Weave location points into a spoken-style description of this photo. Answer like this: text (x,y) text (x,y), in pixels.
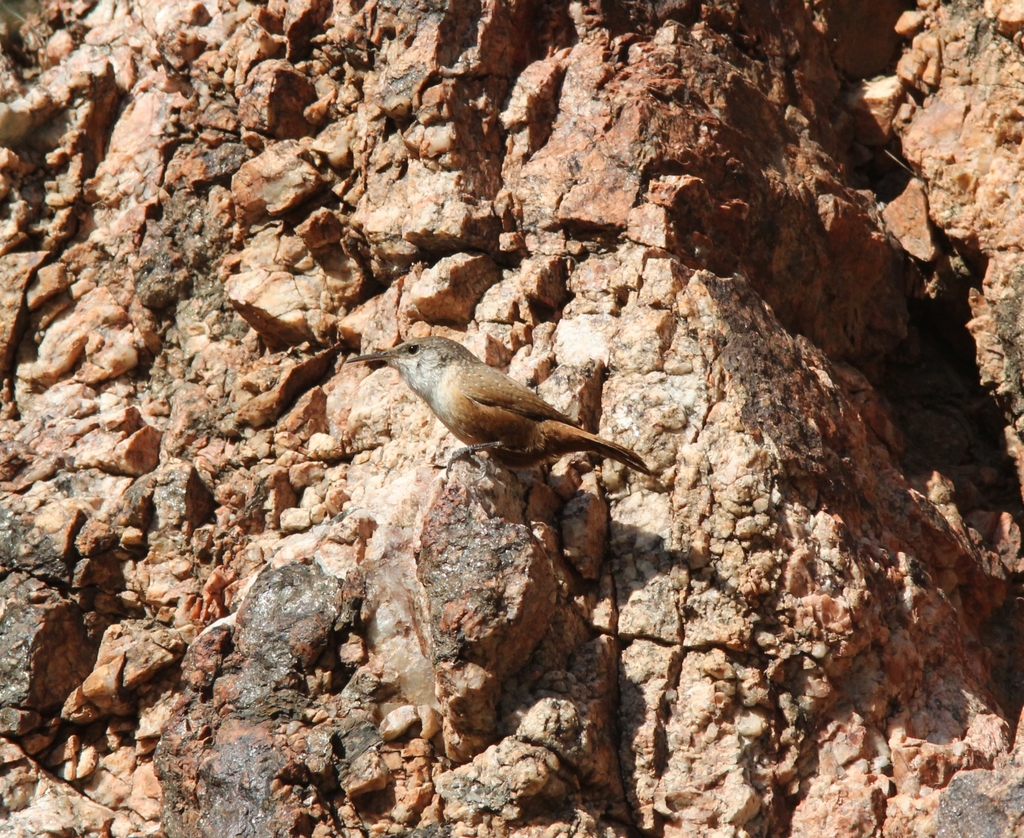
In this picture we can see bird (422,385) and rock (542,309).
